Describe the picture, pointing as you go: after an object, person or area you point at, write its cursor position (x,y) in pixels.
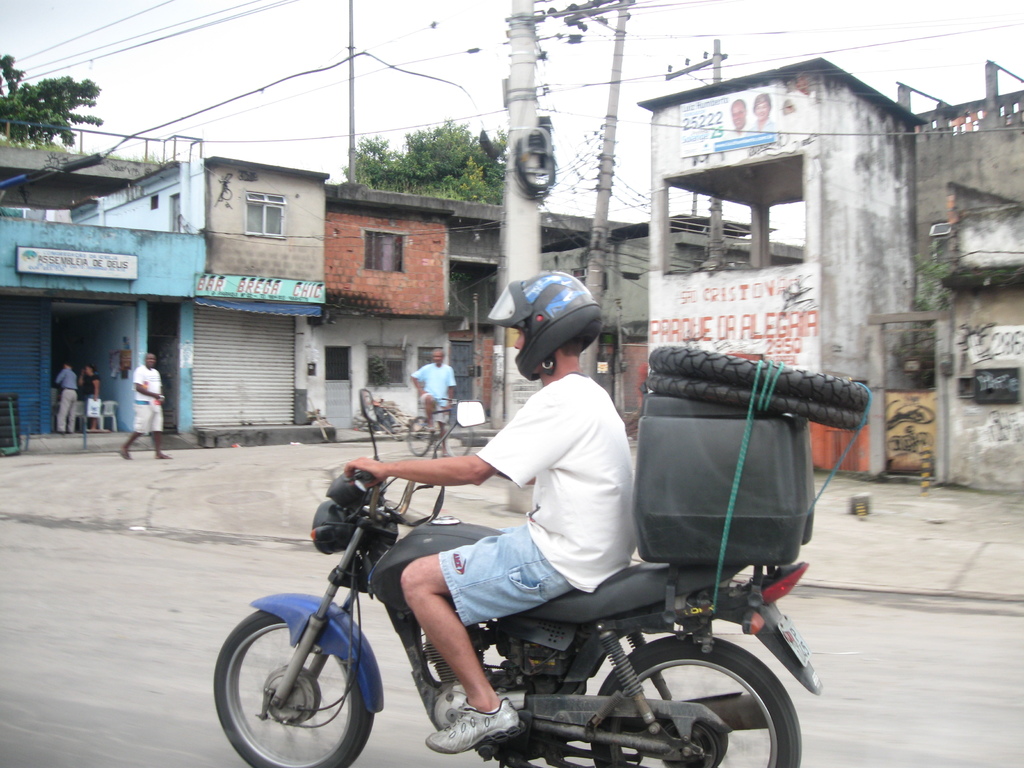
There is a person (597,474) riding a bike (504,679) on the road (401,688) and he wore a helmet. Here we can see a box (676,441), tires (749,380), buildings (93,302), boards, poles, wires (544,155), trees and few persons (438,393). There is a person (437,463) on the bicycle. In the background (377,6) there is sky (724,71).
